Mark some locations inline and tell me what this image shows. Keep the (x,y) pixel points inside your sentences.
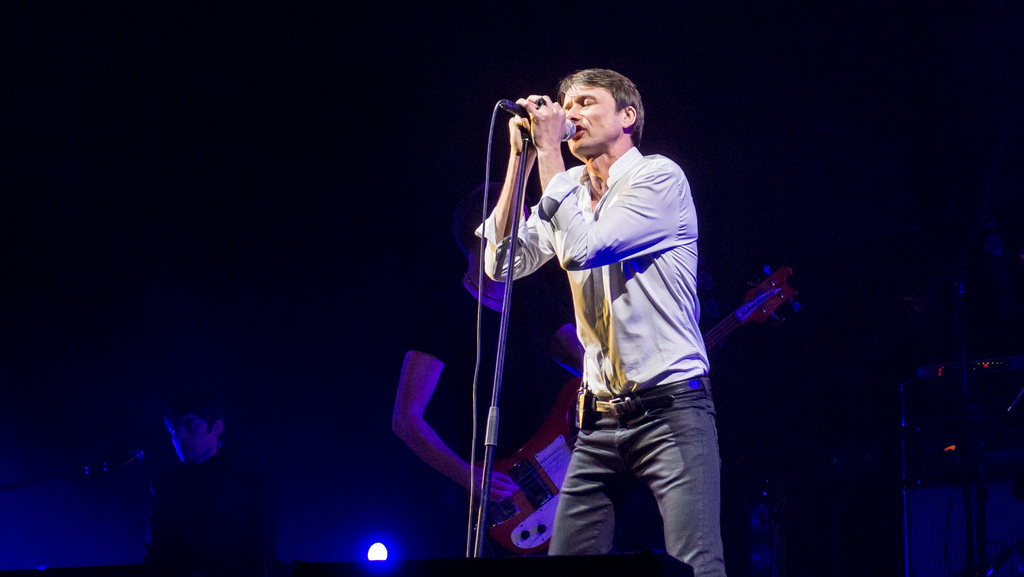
In the image I can see a person (624,313) standing on the stage (461,566) and singing in a microphone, behind him there is another man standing and playing musical instrument (531,496).
